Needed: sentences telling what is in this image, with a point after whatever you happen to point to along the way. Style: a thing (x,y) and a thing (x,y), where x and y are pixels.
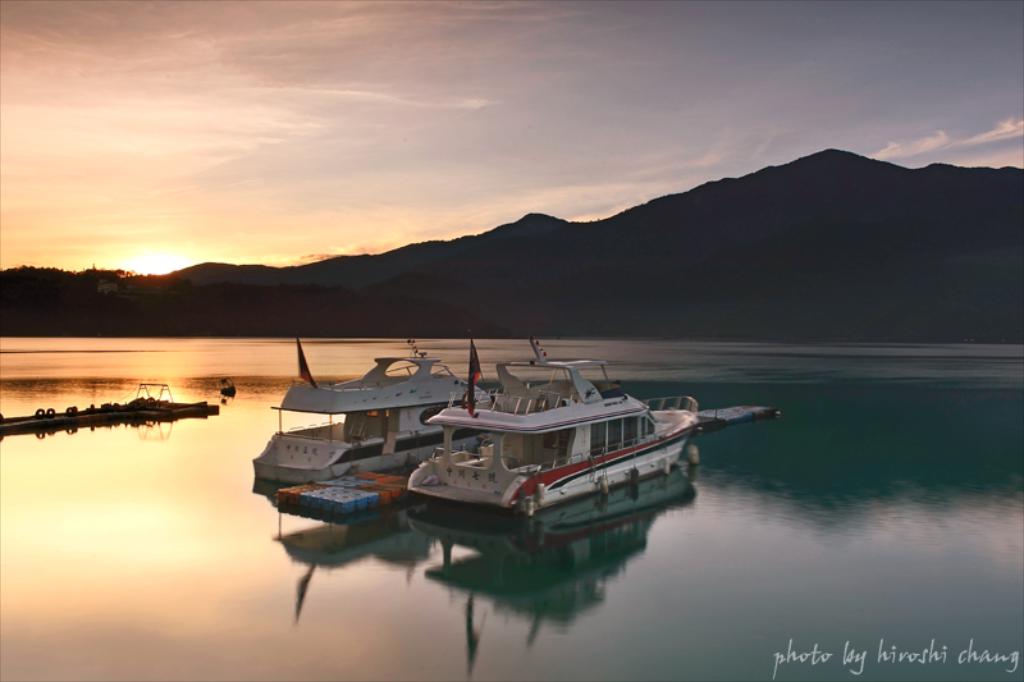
In this image in the center (504,447) there are ships (446,428) docked on the water (110,453). In the background (568,301) there are mountains (760,193) and at the top (340,108) we can see clouds (284,134) in the sky (440,121), at the bottom right of the image (880,664) there is some text (883,663) written on it and in the center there are objects (155,412) which are visible.
